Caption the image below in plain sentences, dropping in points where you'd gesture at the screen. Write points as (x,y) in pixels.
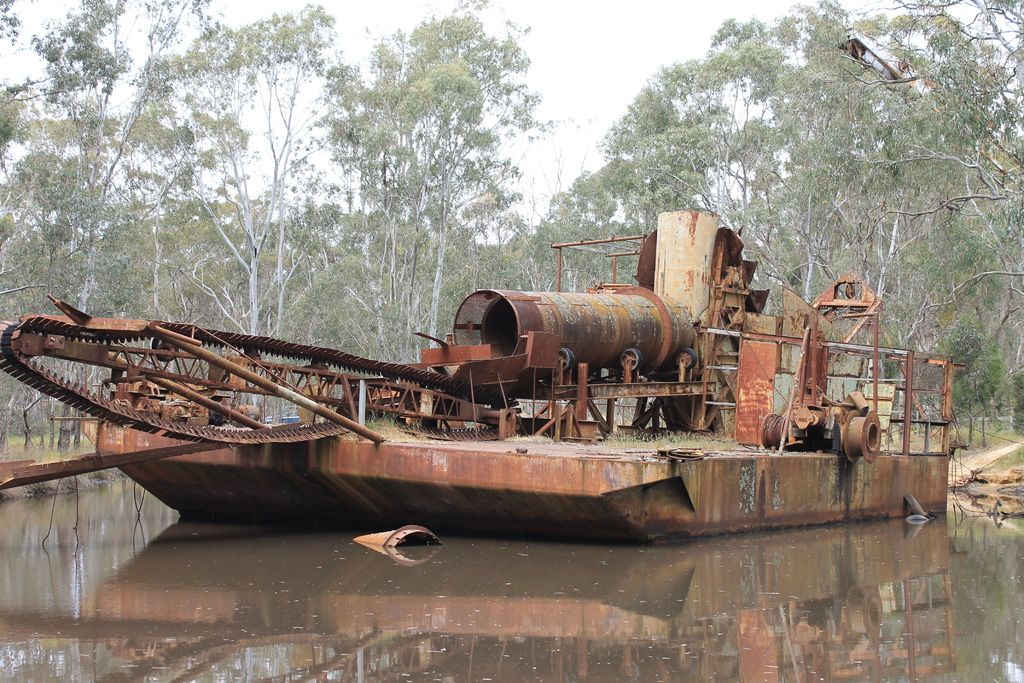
In this image, I think this is a rusted iron boat (628,533), which is on the water (501,582). These are the trees (945,323) with branches (922,313) and leaves (626,260).
